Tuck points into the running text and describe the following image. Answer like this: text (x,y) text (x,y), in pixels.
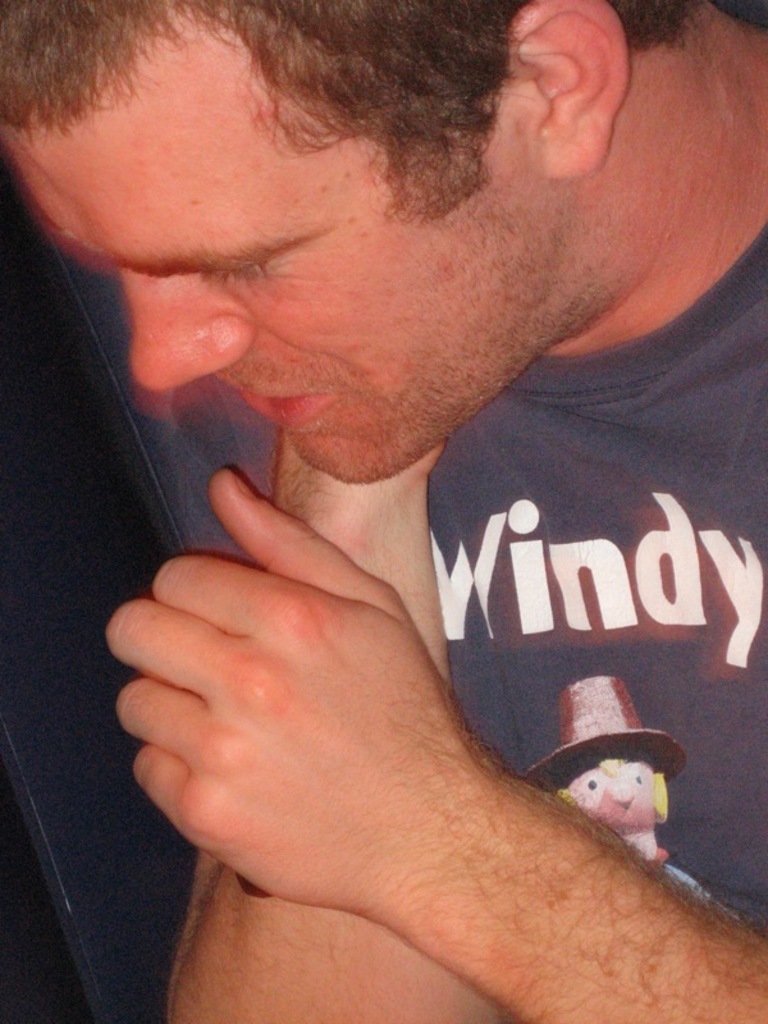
In this image we can see a person (454,596) and a dark background (37,996).
